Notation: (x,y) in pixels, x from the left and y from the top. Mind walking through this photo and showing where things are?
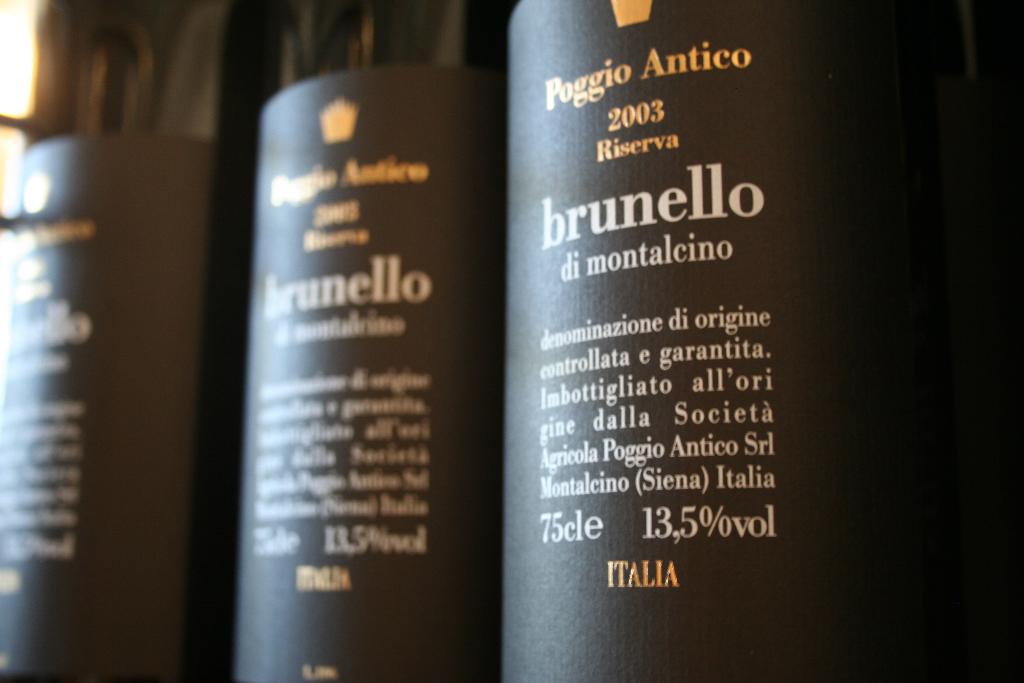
In this picture we can see three bottles (735,165) with stickers (79,178) on it.
